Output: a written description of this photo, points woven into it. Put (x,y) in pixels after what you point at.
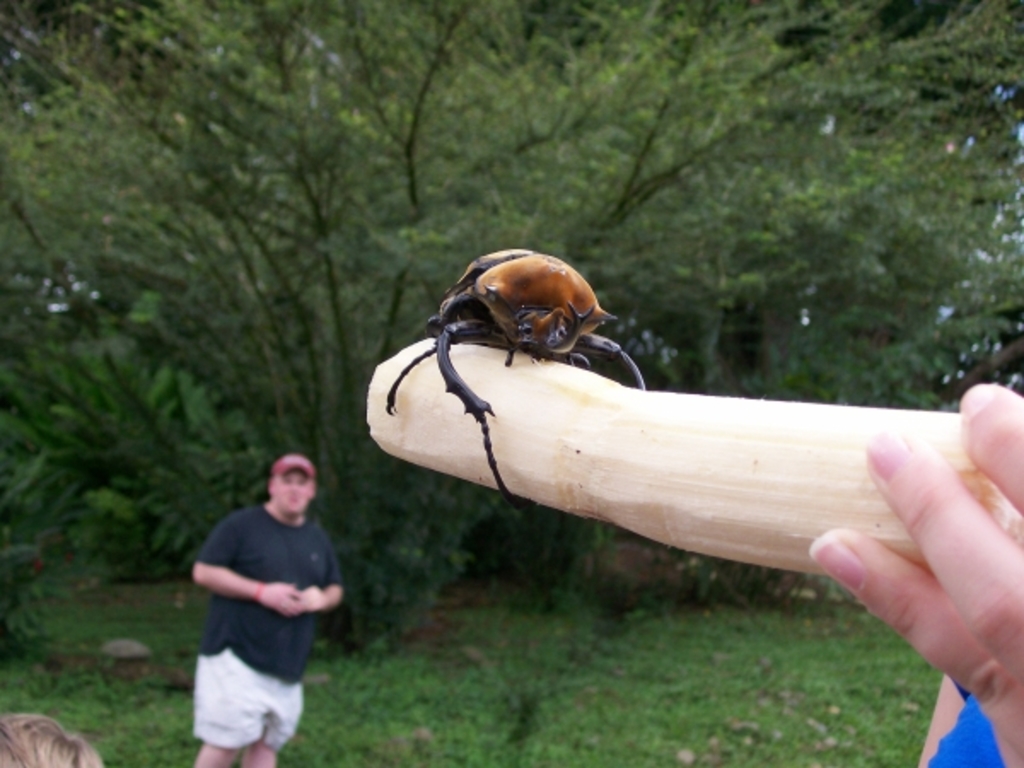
In this image in the foreground (855,429) there is one persons hand (976,551) is visible, and the person (874,470) is holding something and on the thing (790,471) there is an insect (490,328). And in the background (251,550) there is another person (275,580) standing, and also we could see trees (377,272) and grass (467,707). At the bottom (49,762) there is another person's head (38,746) is visible.
